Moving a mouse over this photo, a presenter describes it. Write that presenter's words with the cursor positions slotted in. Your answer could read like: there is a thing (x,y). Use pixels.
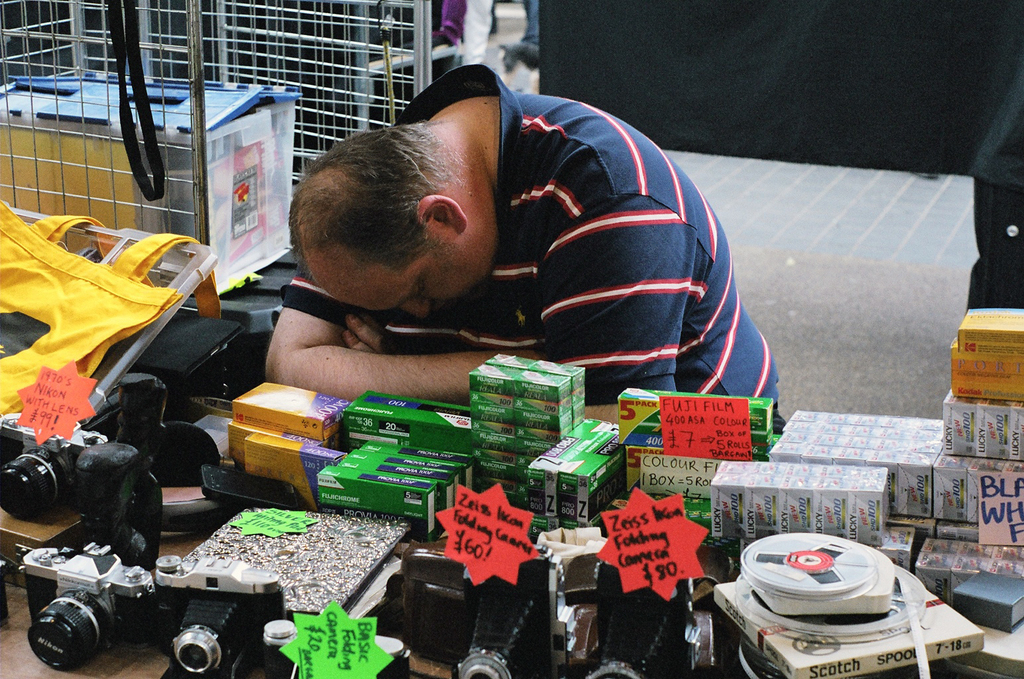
In this image we can see cameras (8,427) and other objects (370,422) on the table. There is a person (596,246) sleeping. In the background of the image (647,52) there is a black colored cloth (642,35). There is a grill (235,62) with some object (100,139) in it.
